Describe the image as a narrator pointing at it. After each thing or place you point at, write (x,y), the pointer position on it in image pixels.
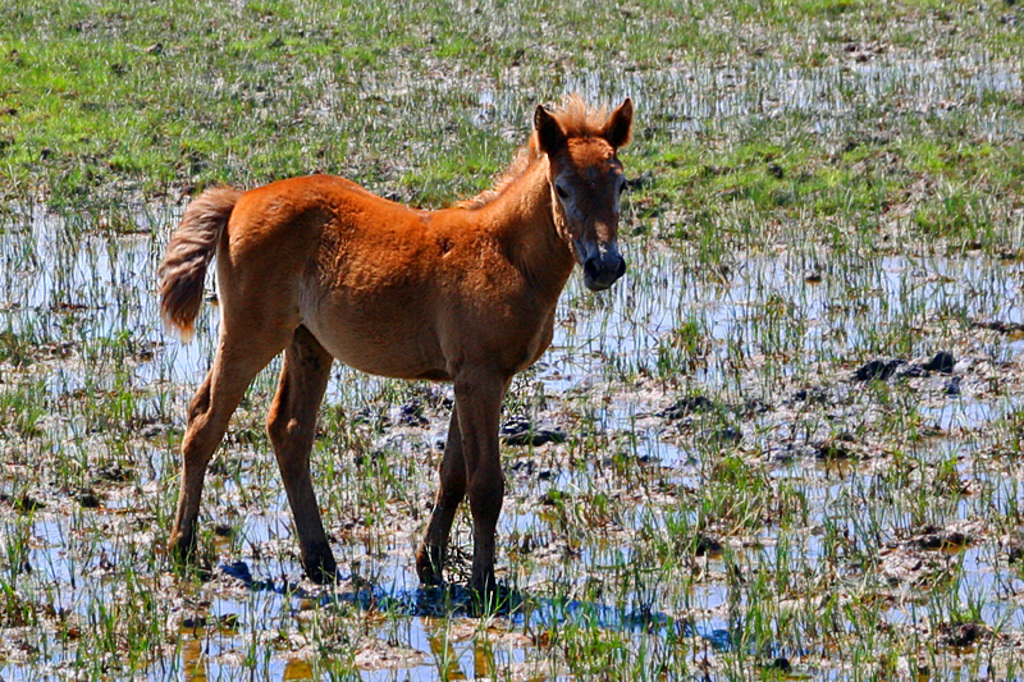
In this picture I can see a brown color horse (295,222) in front (282,196) and I can see the grass (462,103) in the water (978,427).
